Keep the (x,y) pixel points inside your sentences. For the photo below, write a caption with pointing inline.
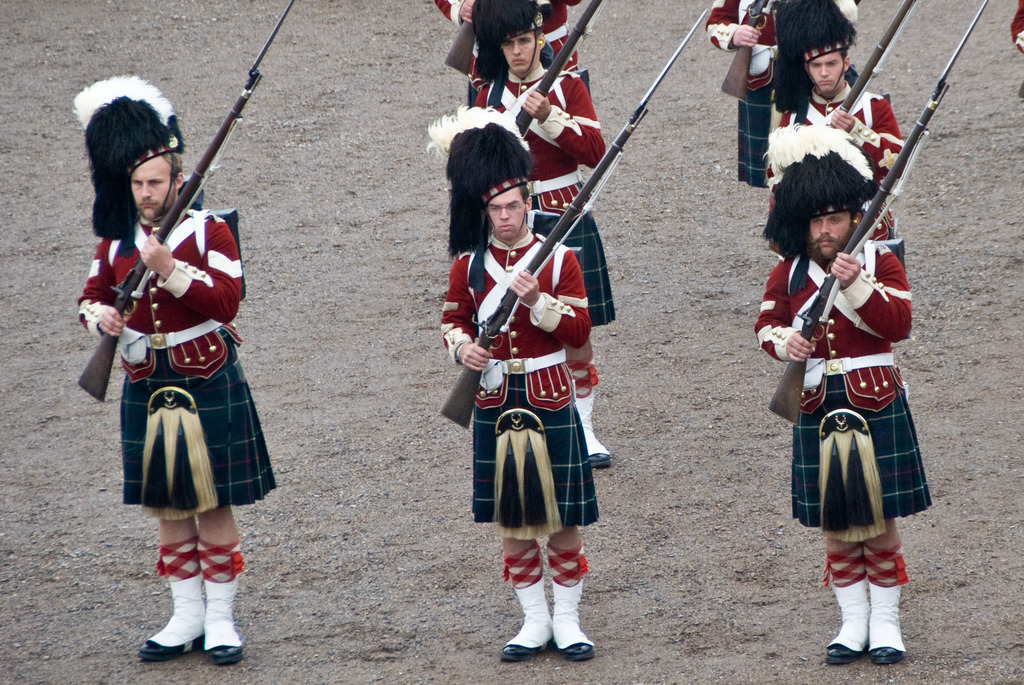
In this picture we can see some people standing here, they are holding rifles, at the bottom (414,464) there is soil (415,537).
